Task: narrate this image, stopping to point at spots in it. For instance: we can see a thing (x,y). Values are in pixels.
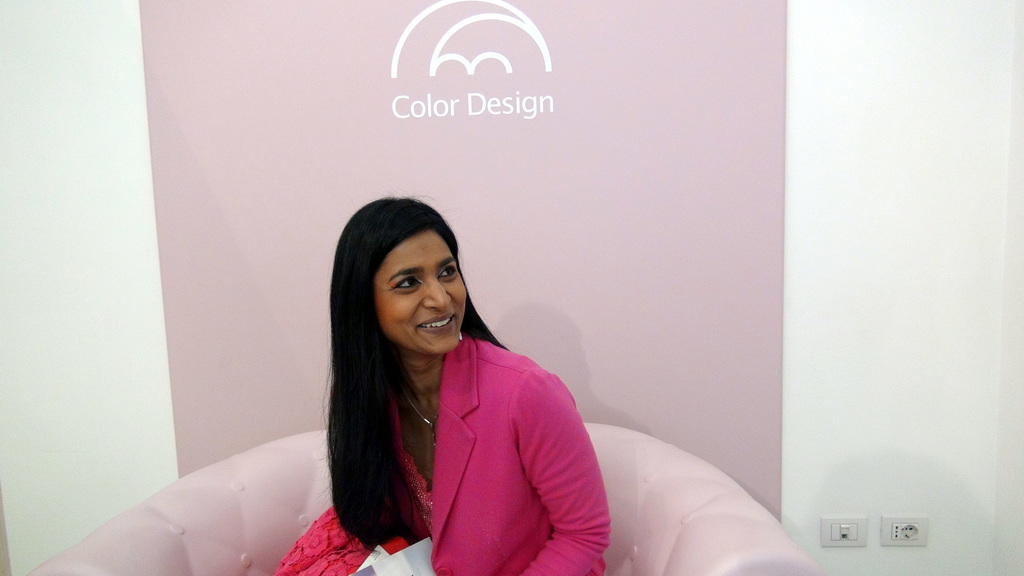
As we can see in the image there is white color wall (859,210), banner (700,7), a woman (414,259) wearing pink color dress (447,528) and sitting on sofa (636,525). On the right side (850,528) there are switch boards (838,531).
